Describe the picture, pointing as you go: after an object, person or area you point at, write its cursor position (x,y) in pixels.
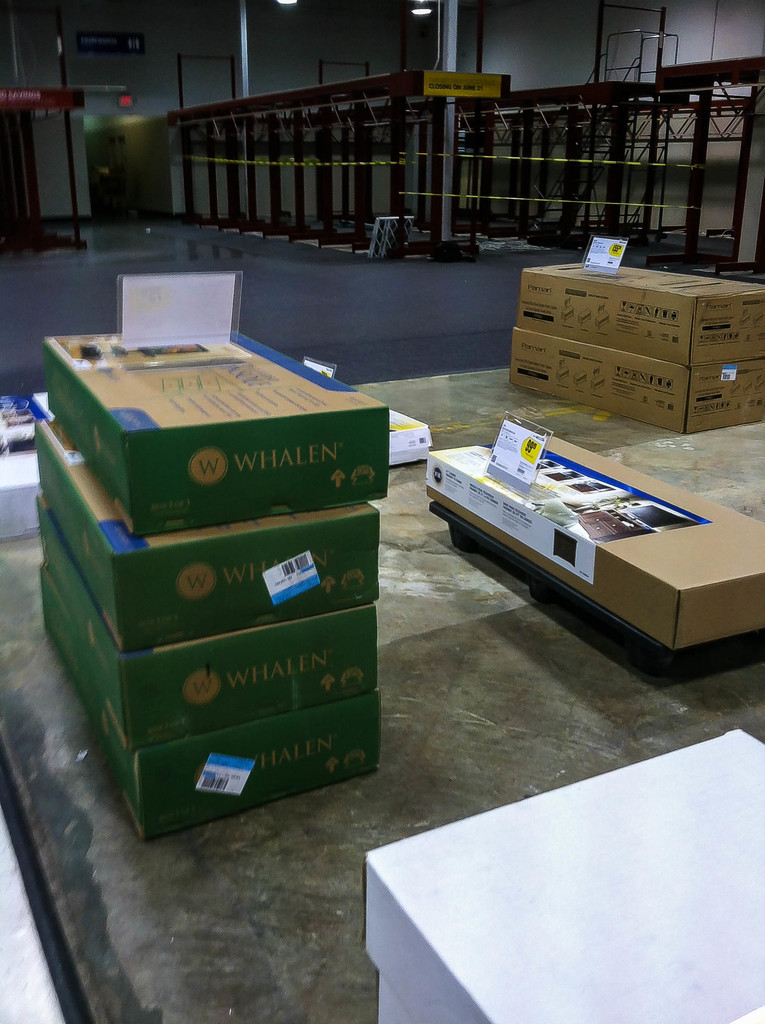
In this image I can see number of boxes (332,441), few boards (531,433) and on all these stuffs (401,423) I can see something is written. In the background (343,133) I can see number of poles (398,167), lights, few boards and I can also see something is written on these boards (28,91).
